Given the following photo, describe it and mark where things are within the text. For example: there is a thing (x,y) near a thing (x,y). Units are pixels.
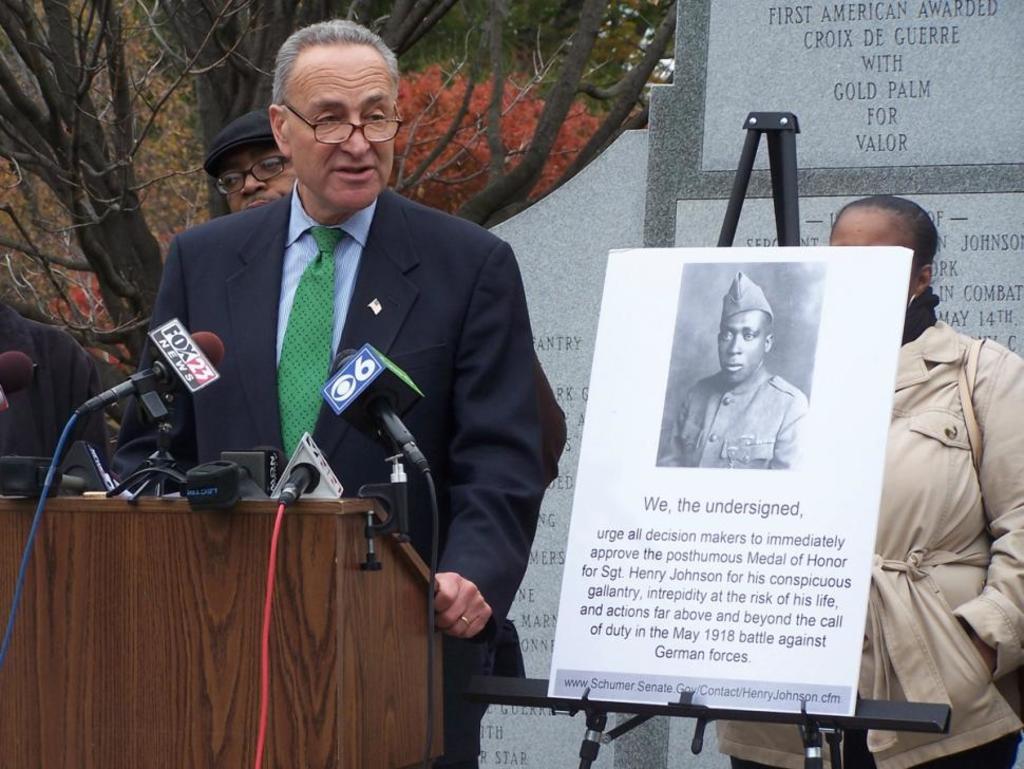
In this picture we can see a man (398,349) is standing in front of a podium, there are some microphones (317,479) on the podium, on the right side (767,594) there is a chart (742,593), we can see picture (789,400) of a person (770,388) and some text (767,572) on the chart (740,576), there are two persons (871,241) and a carved stone (700,124) in the background (750,86), on the left side (259,28) we can see trees (461,12).
